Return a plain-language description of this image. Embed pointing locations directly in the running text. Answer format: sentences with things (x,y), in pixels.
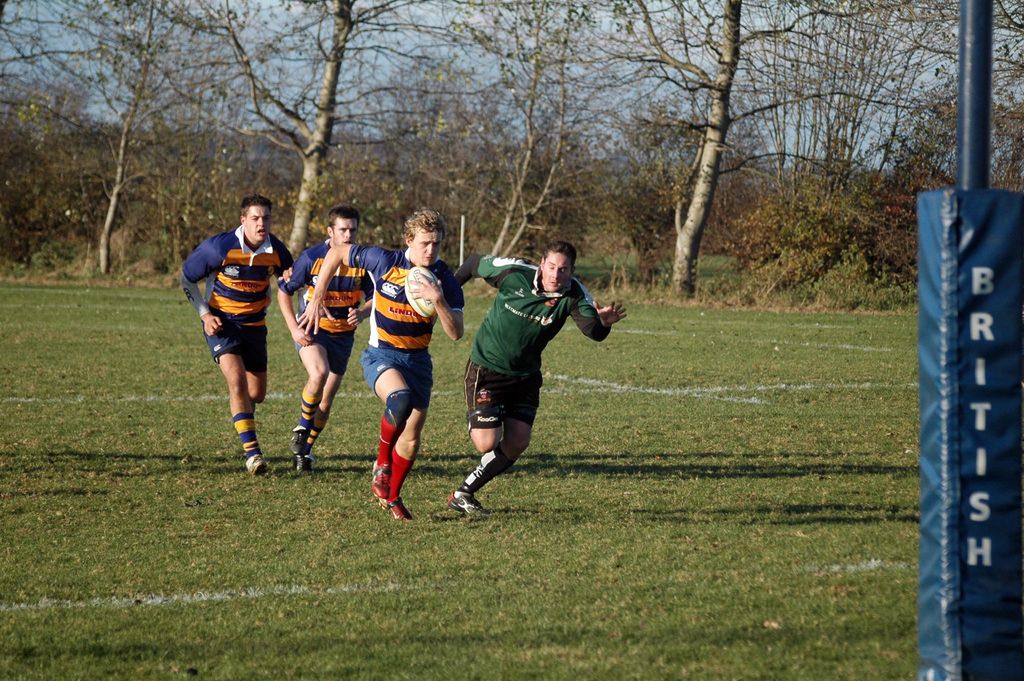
In this picture we can see four players (245,302), playing the rugby game on the ground (315,465). Behind there are some dry trees (690,101).
